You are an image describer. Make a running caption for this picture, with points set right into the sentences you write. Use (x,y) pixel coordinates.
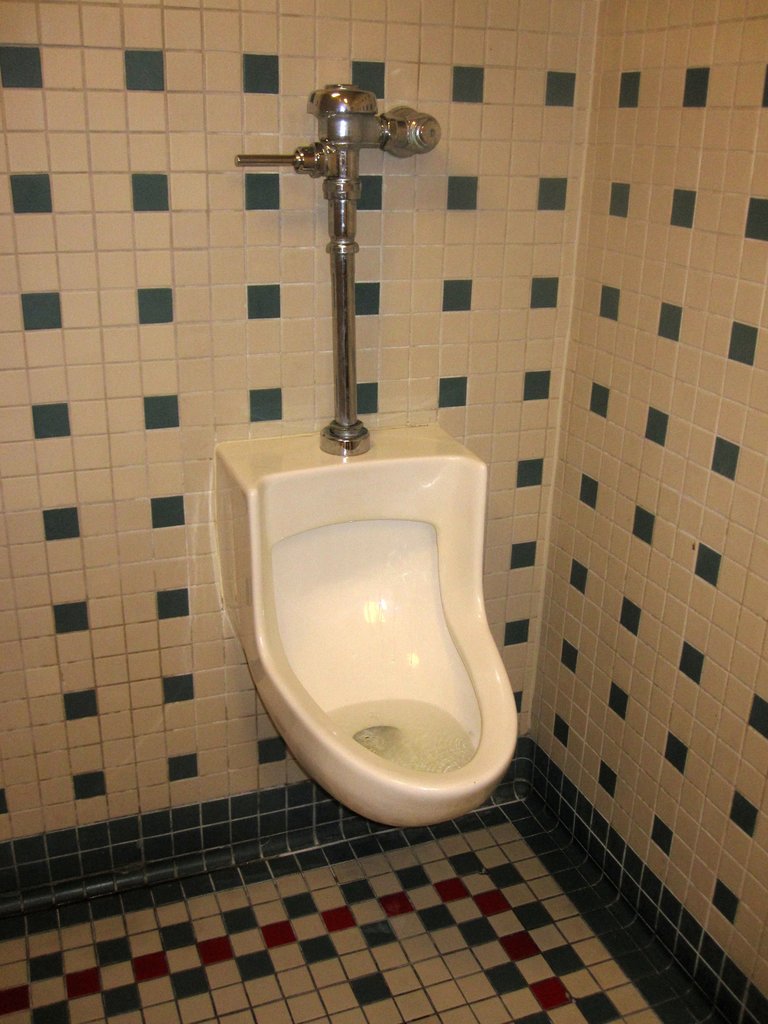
In this image we can see walls (623,560), floor (474,827) and a urinal (422,480).
